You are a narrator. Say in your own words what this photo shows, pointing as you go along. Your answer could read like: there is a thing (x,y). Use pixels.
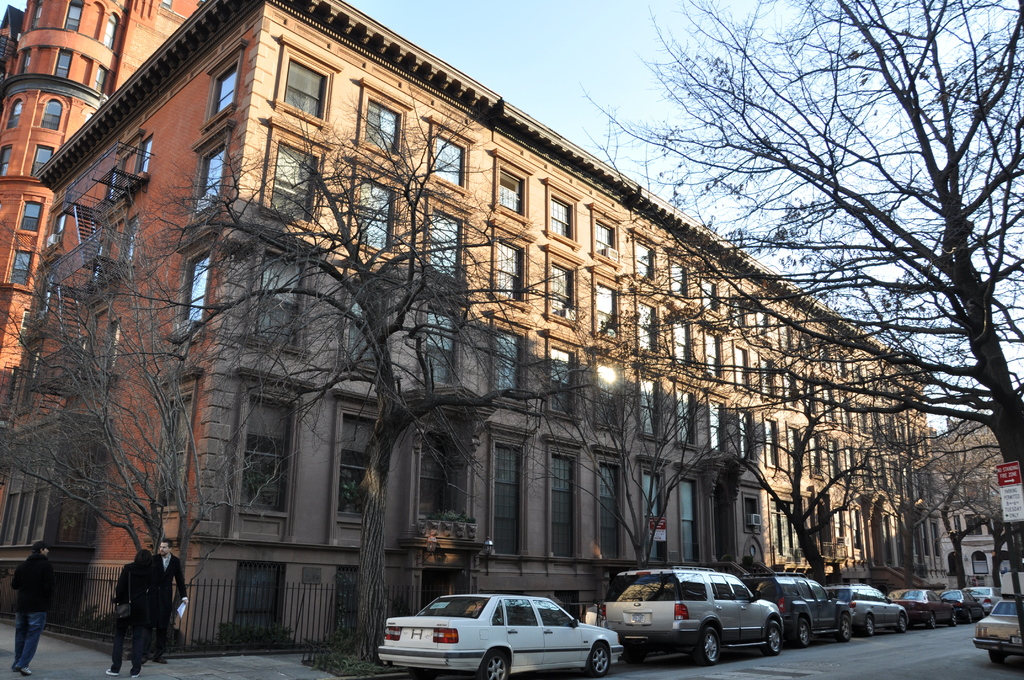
In this image there are three persons (114,652) standing, vehicles (450,630) parked on the path (810,678), iron grills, board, trees (967,530), buildings (615,532), and in the background (546,81) there is sky (625,92).
